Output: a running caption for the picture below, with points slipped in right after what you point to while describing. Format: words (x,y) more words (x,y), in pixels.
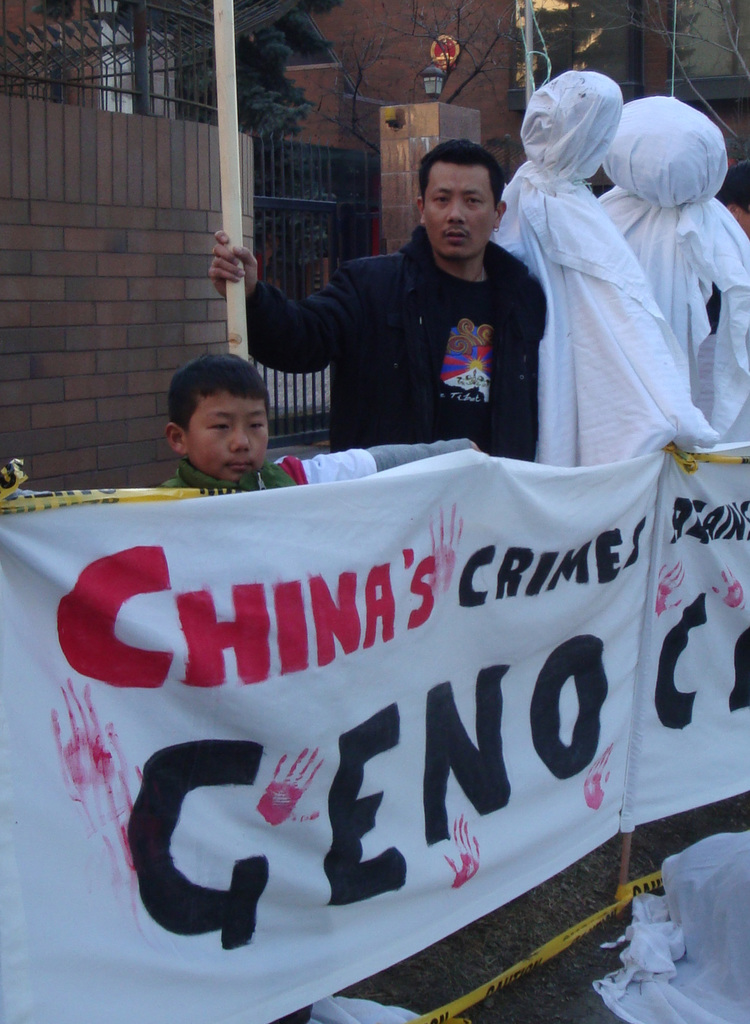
In the image there is a boy (228,389) and beside the boy (240,392) there is a man (386,346), in front of them there is a banner (368,666) with some text (318,643) and behind them there is a wall (151,264) and beside the wall (101,174) there is a gate (315,222), in the background (333,62) it looks like there is some building (499,75).
